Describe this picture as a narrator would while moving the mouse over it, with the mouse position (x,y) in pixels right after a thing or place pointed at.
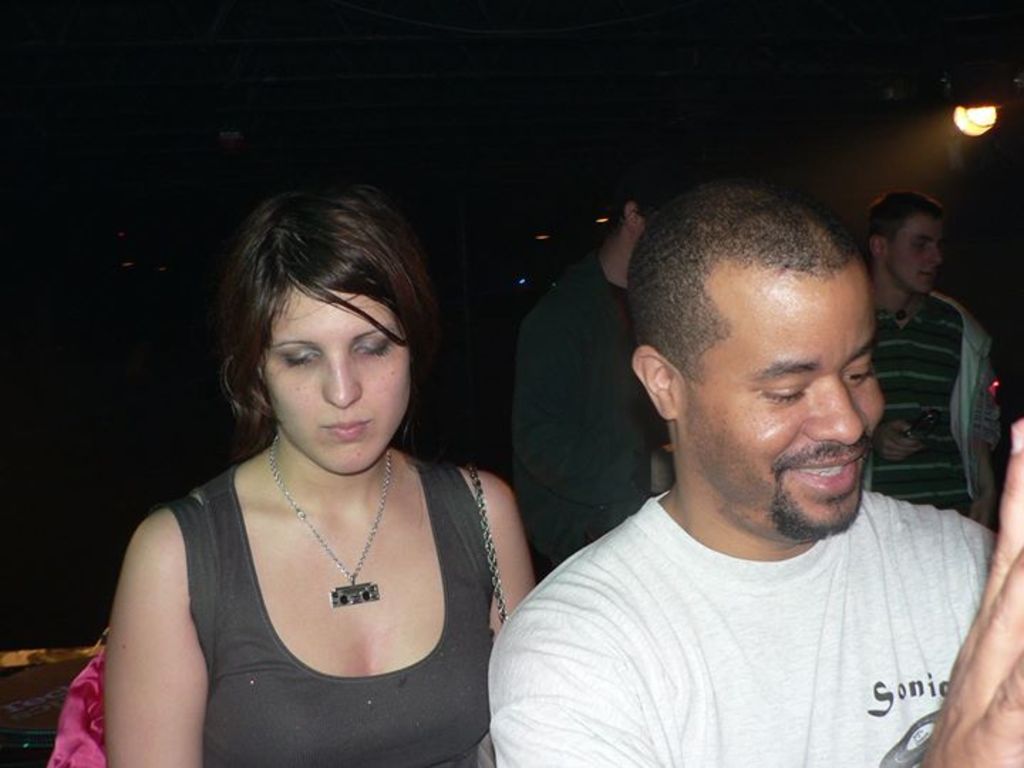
This picture describes about group of people (591,520), on the right side of the image (765,464) we can see a man (823,482), he is smiling, in the background (982,108) we can find a light (974,125).
